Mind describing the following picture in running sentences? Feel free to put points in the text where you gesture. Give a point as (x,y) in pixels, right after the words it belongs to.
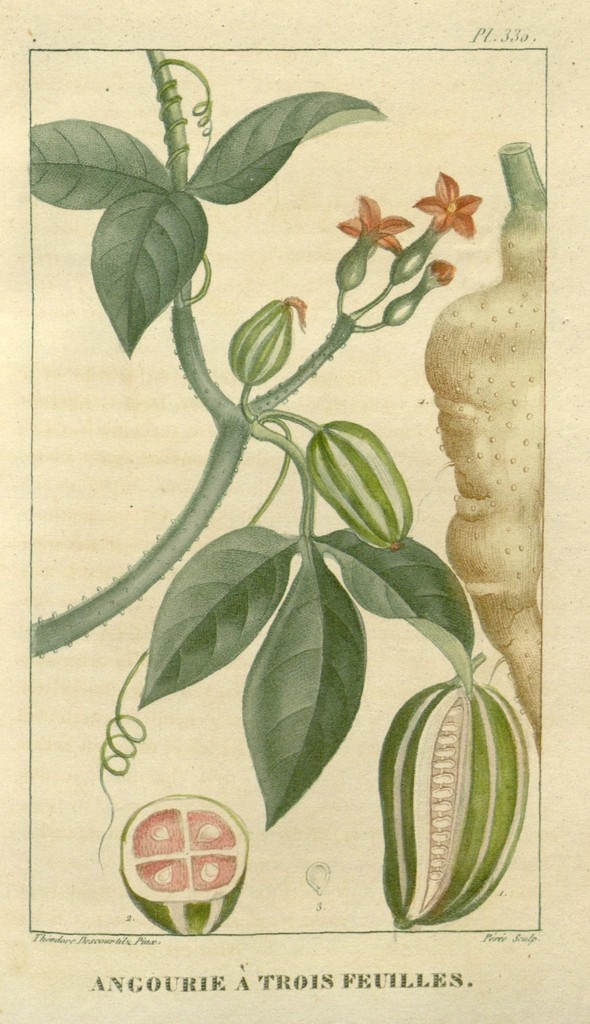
In this image it is looking like an art (287,566). At the bottom (316,977) I can see some text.
